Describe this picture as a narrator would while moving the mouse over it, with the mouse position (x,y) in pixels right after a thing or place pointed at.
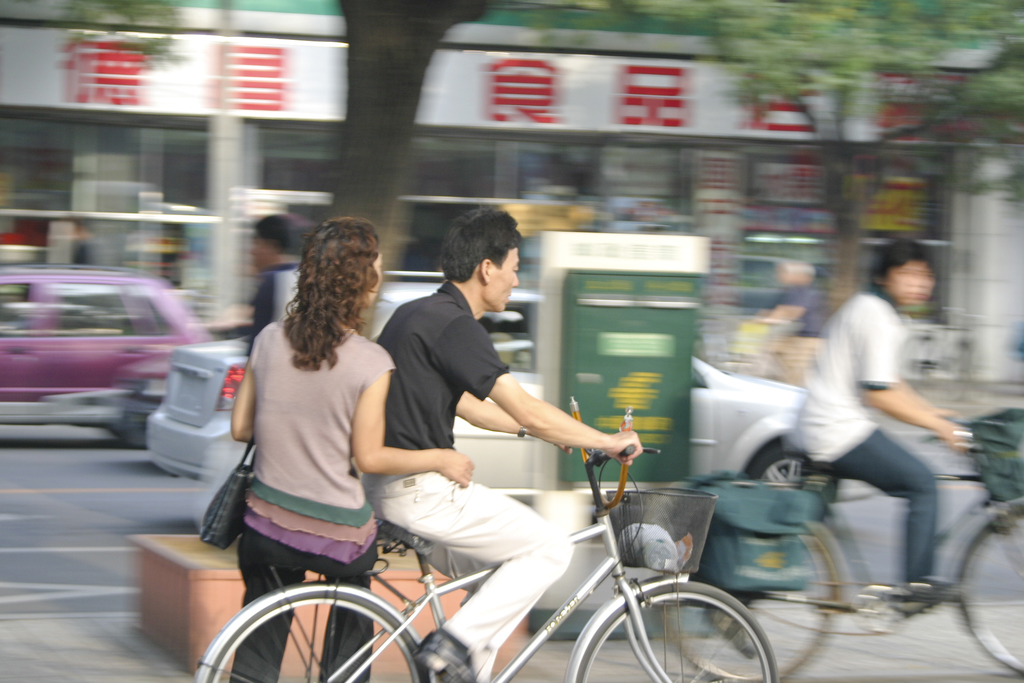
In this image we can see this persons (448,415) are sitting on the bicycle (665,513) and riding on the road (869,518). In the background (413,285) we can see cars (165,351), trees (365,167) and building (648,137).
